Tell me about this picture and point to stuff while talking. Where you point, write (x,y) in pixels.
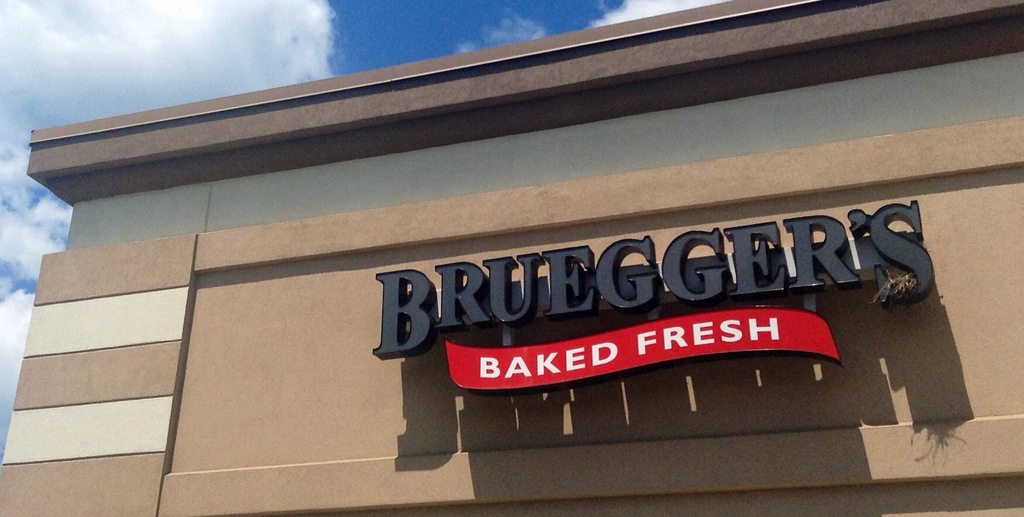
In this image we can see a name board (418,320) on the building (605,160) and sky (352,5) with clouds (87,78) in the background (4,191).
